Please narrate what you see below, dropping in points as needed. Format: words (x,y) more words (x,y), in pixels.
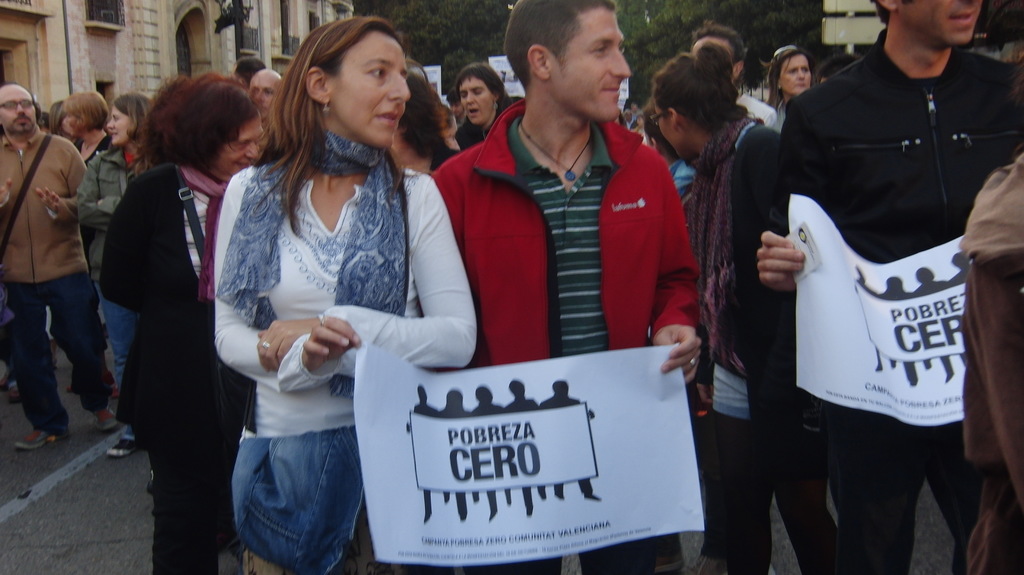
In this image I can see few persons (360,276). Some of them are holding few posters (622,365). There is some text (592,526) on it.
